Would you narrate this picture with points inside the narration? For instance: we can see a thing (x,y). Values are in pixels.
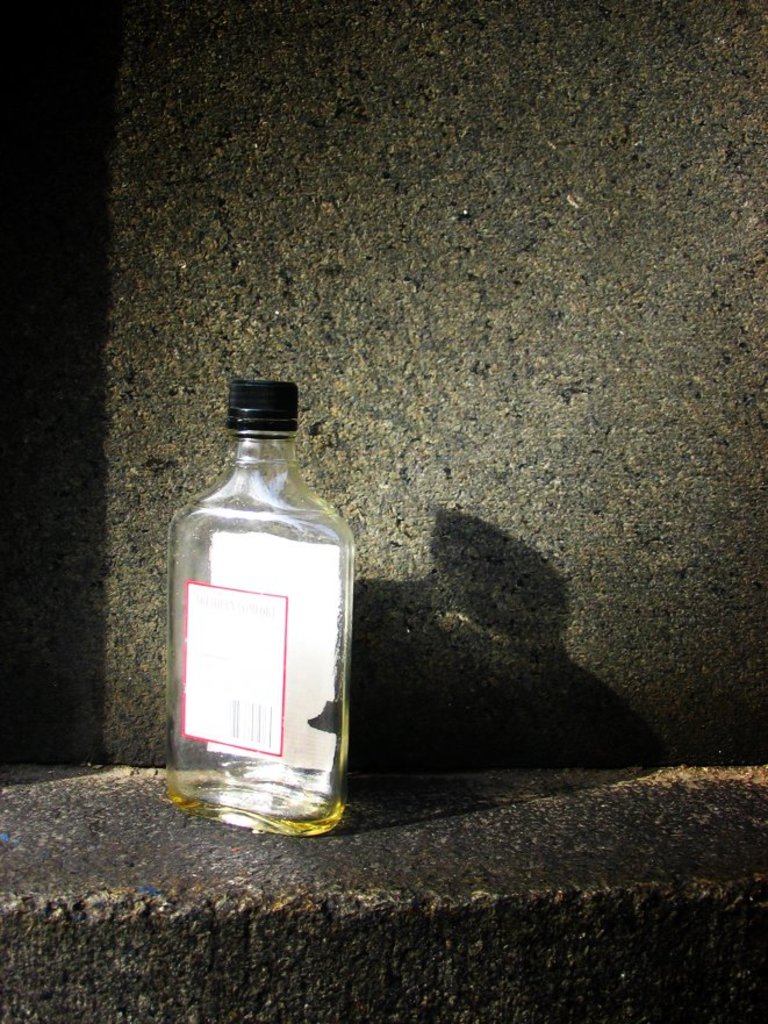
This is the picture of a empty glass bottle (270,614) is on a wall (225,867). Behind the bottle (272,605) this is reflection (456,608) of a bottle (276,566) and a wall (413,237).
